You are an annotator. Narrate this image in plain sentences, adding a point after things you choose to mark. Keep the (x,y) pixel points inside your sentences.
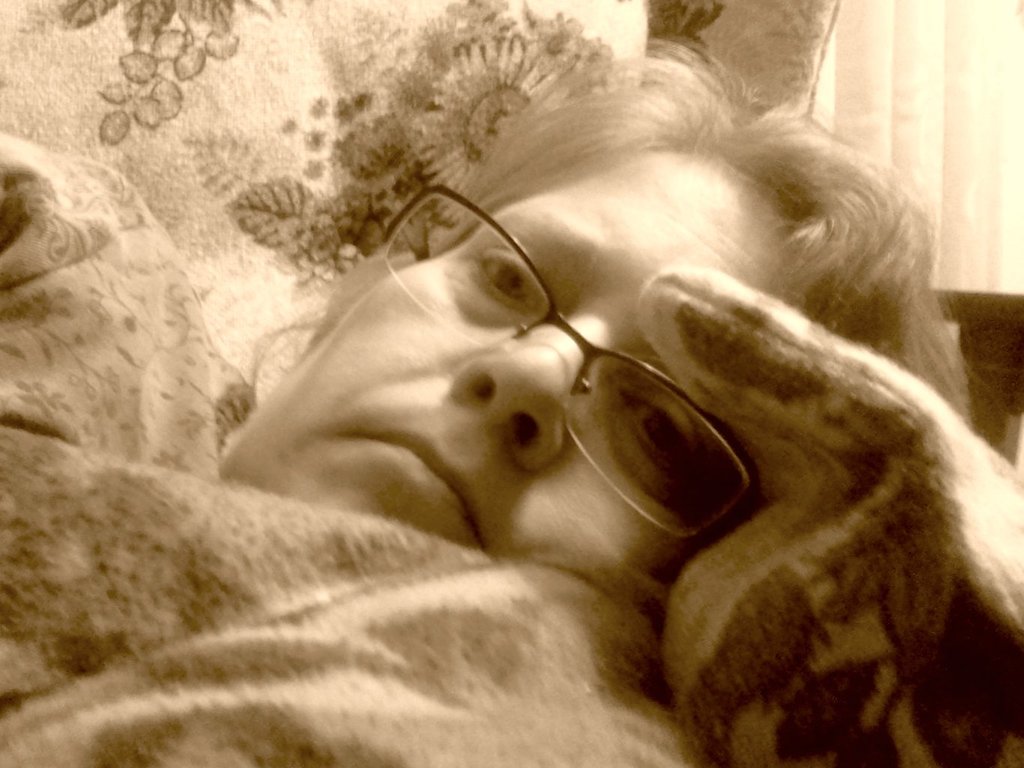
This person (370,480) wore spectacles (663,412).
